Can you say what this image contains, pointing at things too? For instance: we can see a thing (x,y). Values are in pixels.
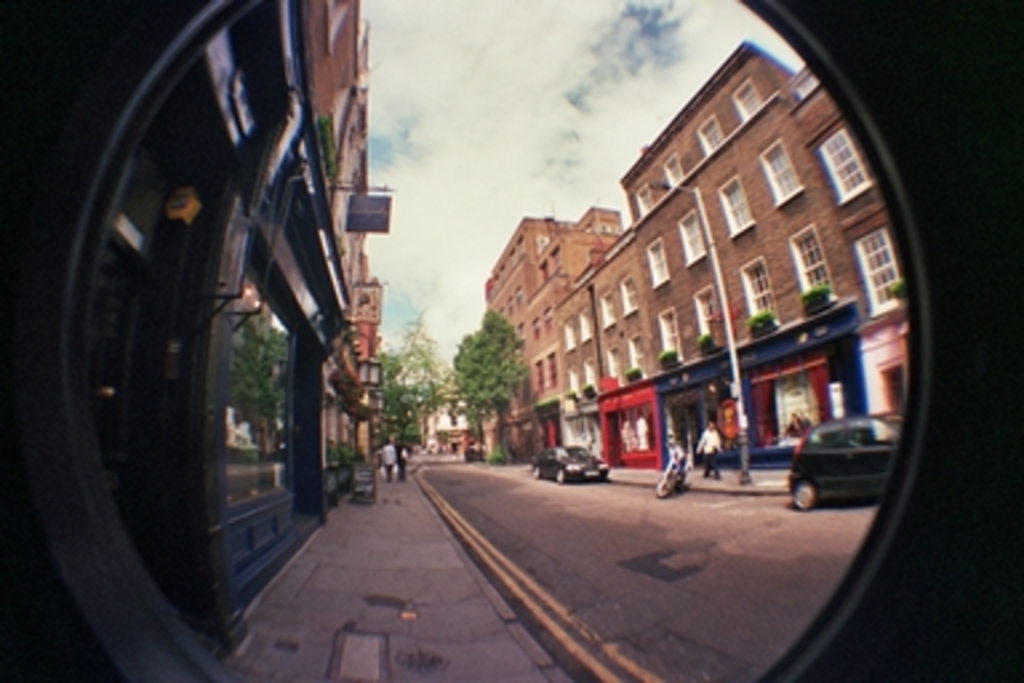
In the picture we can see a road (612,607) beside it, we can see a path (453,641) with some person (389,476) standing and on the opposite side, we can see two cars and one motorbike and a pole (749,458) and on the other sides we can see buildings (718,412) with shops (712,404) in it and in the background (472,202) we can see some trees (460,395) and sky (460,206).
